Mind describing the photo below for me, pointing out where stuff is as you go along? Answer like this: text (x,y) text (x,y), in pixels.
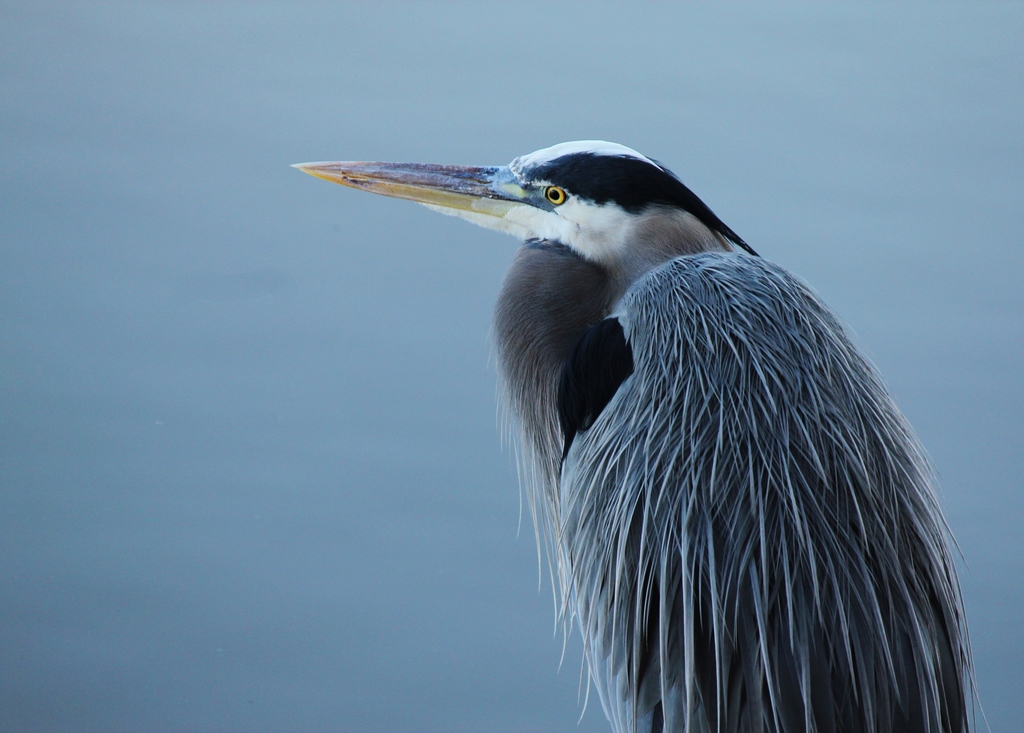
As we can see in the image in the front (672,350) there is a black and brown color bird (637,383). The background (157,241) is blurred.
